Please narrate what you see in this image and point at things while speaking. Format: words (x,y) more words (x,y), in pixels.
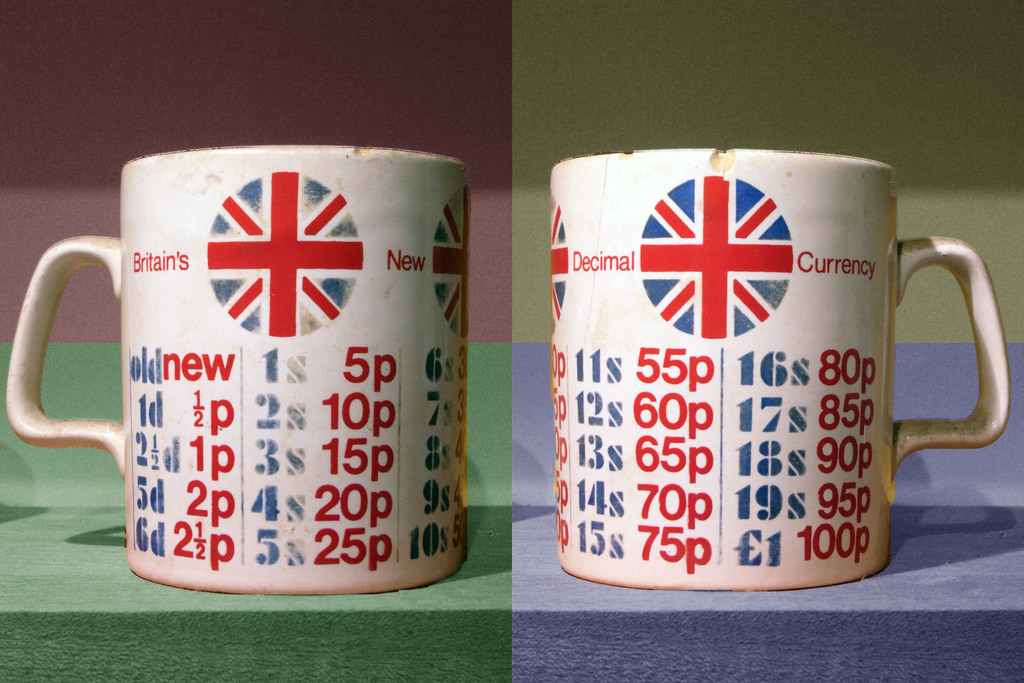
In this image we can see there is a collage picture of cups (458,313) with logo (747,207) and text (281,492) written on it.
